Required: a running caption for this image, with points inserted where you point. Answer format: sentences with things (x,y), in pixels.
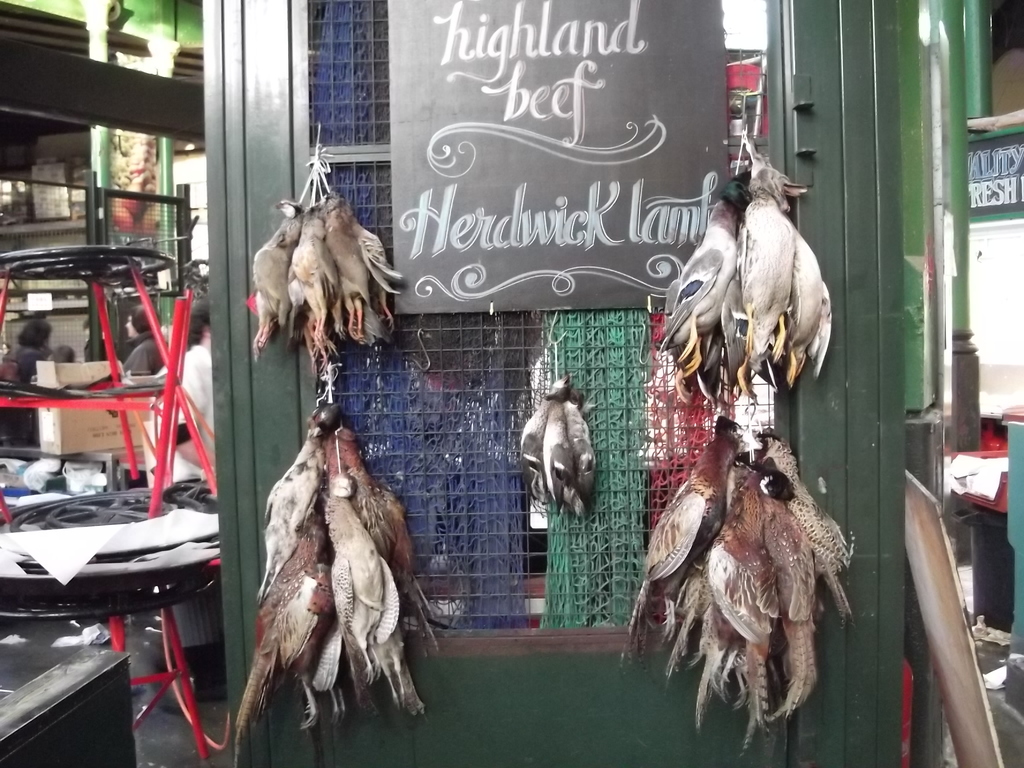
In this picture, we see the birds (361,559) are hanged with the help of a rope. In the middle (420,286), we see a board (544,148) in black color with some text (433,211) written on it. Behind that, we see a board (672,409) in blue, green and red color. On the right side (952,373), we see a wooden plank (946,540), pole (962,150) and a garbage bin (978,549). We see a board (972,196) in black color with some text (1006,167) written on it. In the left bottom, we see a black table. On the left side (73,522), we see the table (88,264) in black and red color. Behind that, we see a carton box (102,363) and the people (62,354) are standing. In the background (166,177), we see the poles (169,214) and a wall (204,255) on which the posters (146,161) are pasted.
